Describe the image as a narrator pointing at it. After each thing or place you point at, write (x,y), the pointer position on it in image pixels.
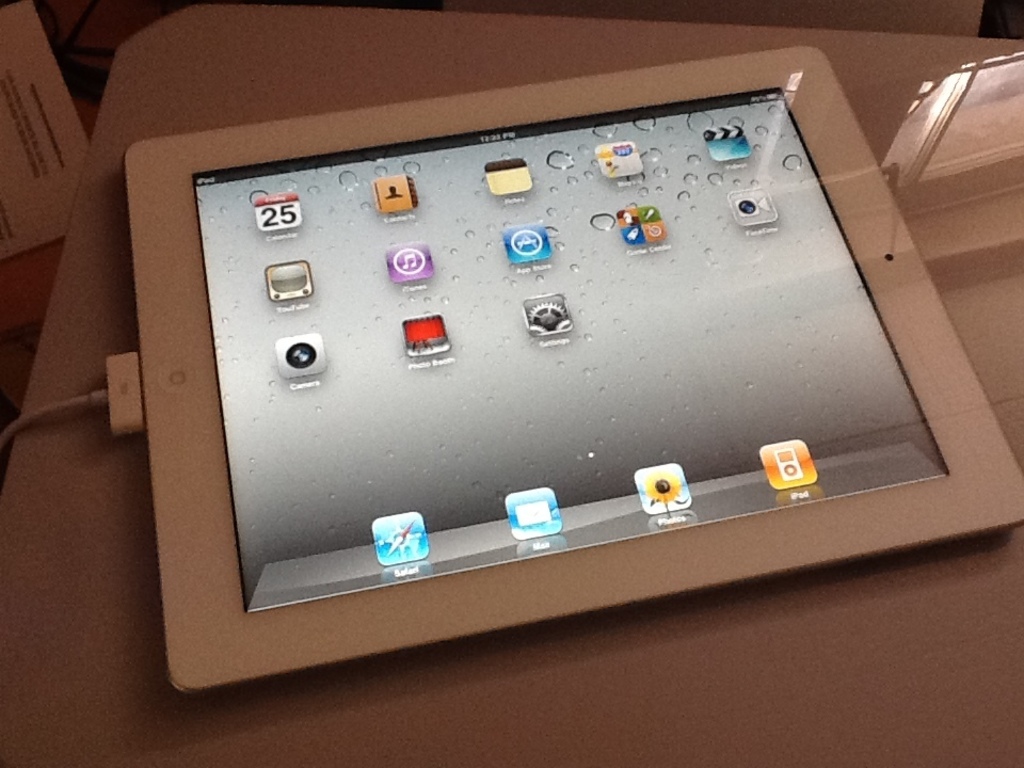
In this image, I can see a tablet (454,111) with the display (428,522). These are the apps (792,471). This looks like a charging cable (124,403), which is connected to a tablet (212,333). I think this is a table (891,72).
